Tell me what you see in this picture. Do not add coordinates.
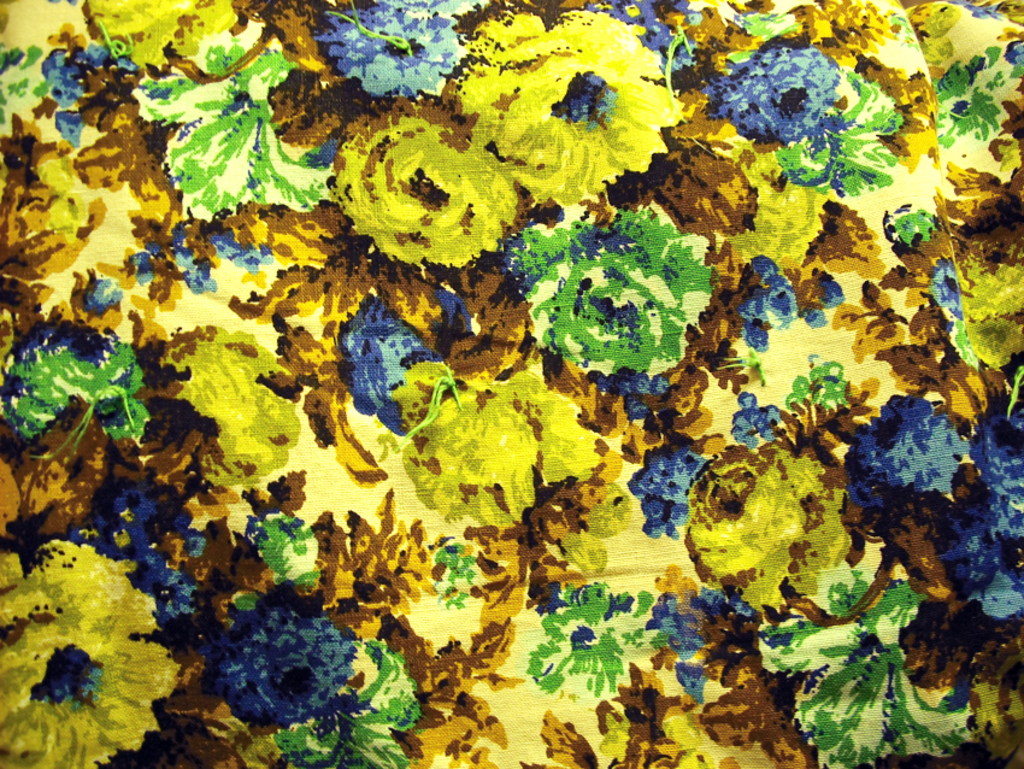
This a painting art picture in yellow, blue and green in colour.
